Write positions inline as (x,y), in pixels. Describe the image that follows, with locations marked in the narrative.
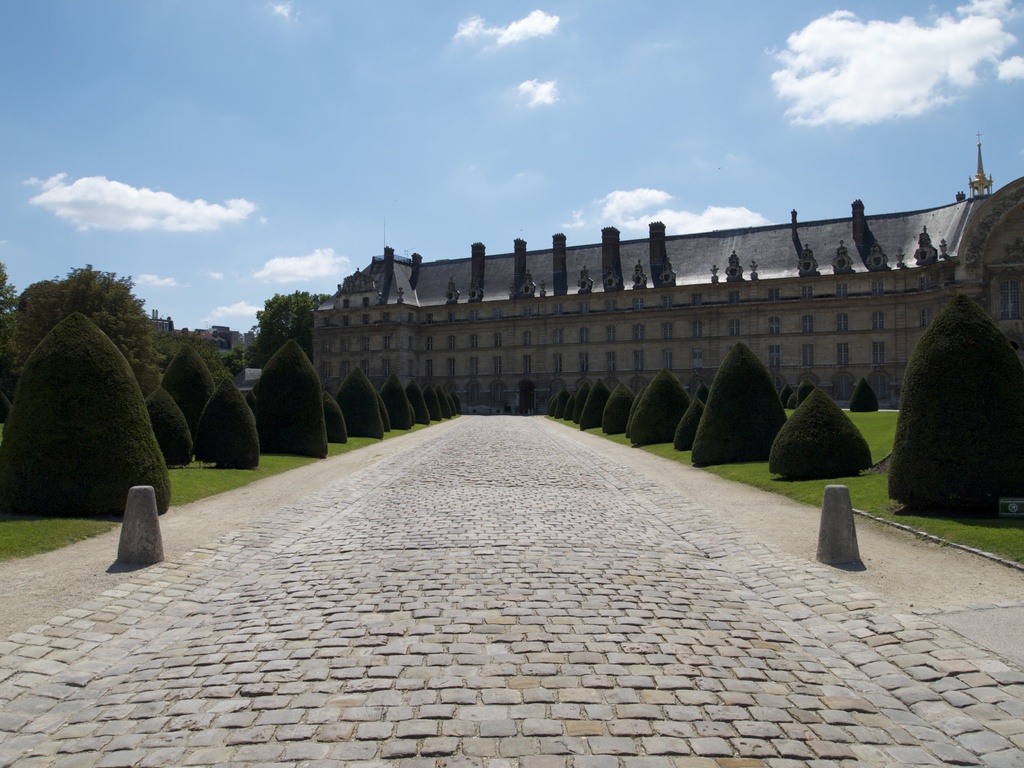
In this image we can see a building (597,332), plants (163,459), grass (204,490), trees (305,314) and cloudy sky (644,149).
